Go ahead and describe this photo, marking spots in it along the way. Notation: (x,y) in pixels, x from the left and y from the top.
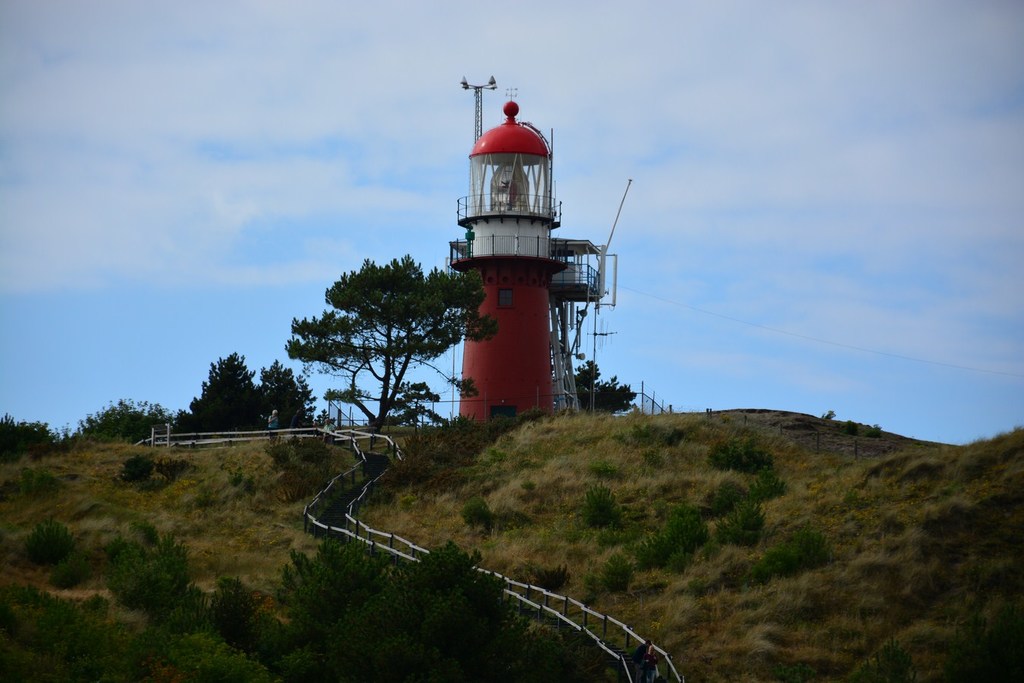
In this picture we can see there is a lighthouse (488,345). In front of the lighthouse (492,396) there are trees (580,682) and a path (332,509). Behind the lighthouse (469,197) there is a sky (471,120).
